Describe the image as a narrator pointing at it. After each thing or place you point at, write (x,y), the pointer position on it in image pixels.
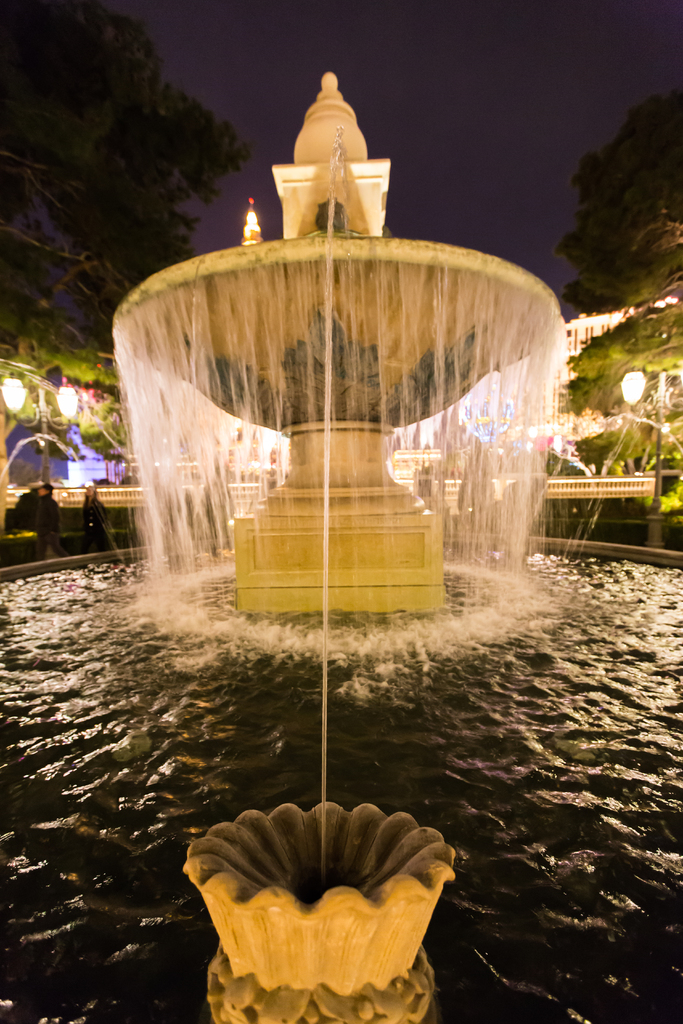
In the picture we can see a fountain (507,916) with waterfall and behind it on the either sides we can see the poles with lights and trees (631,323) and behind the fountain (500,278) we can see a sky (475,146).
